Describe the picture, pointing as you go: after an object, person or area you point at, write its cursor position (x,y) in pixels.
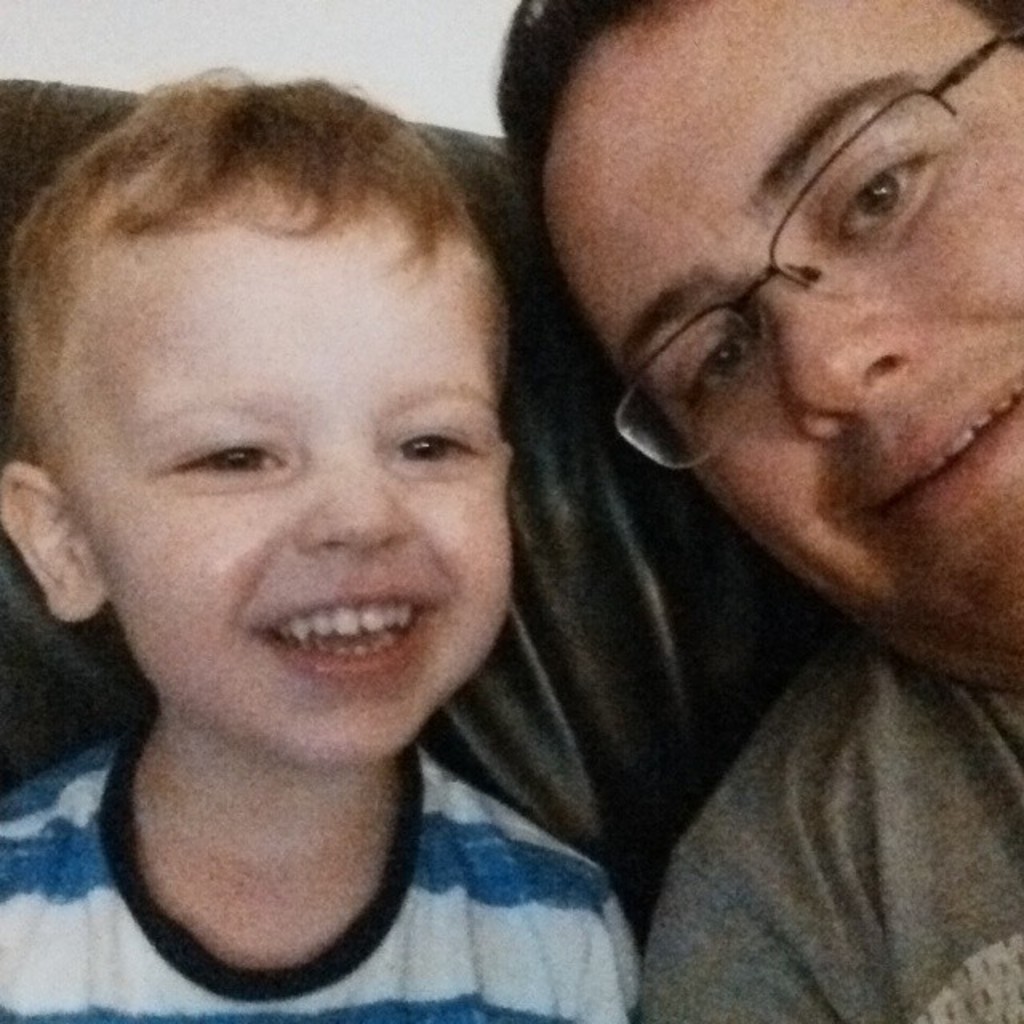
In this image there is a person (740,442) with goggles (903,219) and child (467,528) sitting on the sofa (515,517).
